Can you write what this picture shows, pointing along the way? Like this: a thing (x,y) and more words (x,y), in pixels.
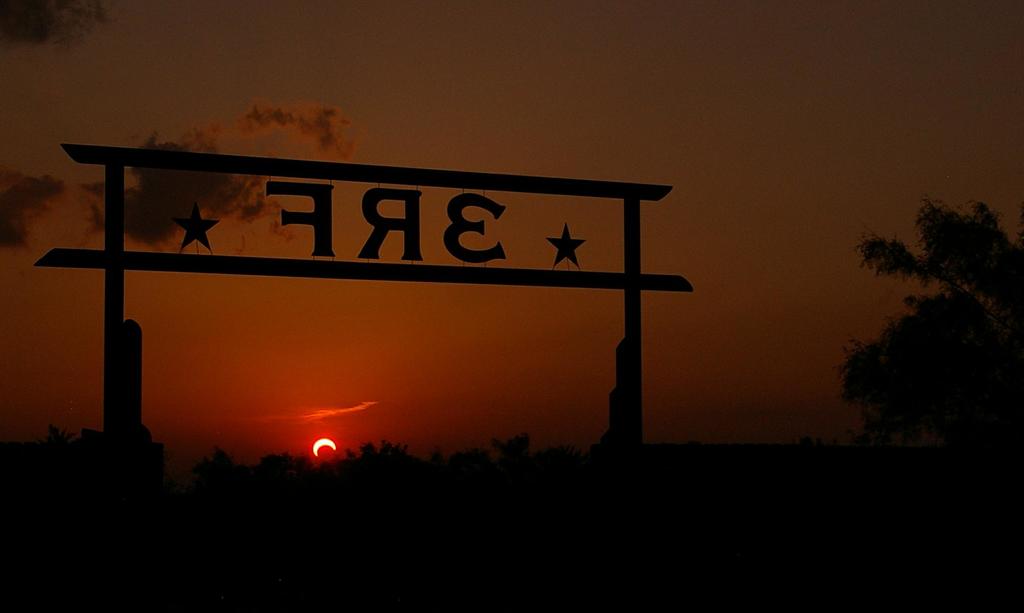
In this image we can see an arch (112,310) with text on it, there are plants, trees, also we can see the sun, and the cloudy sky (428,192).
